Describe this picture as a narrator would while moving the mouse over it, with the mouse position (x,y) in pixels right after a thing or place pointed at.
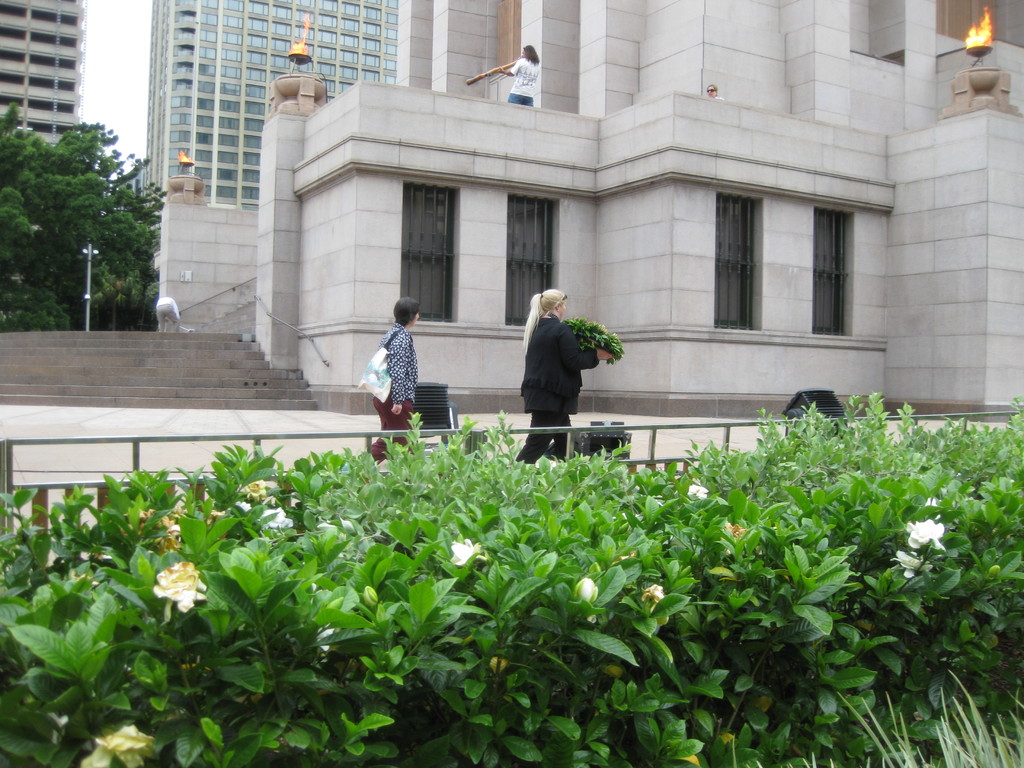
In this picture we can see few plants (440,591), flowers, metal rods (369,435) and group of people (373,395), in the background (431,300) we can find few buildings (313,177), trees (115,274) and a pole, and also we can see fire (985,42).
